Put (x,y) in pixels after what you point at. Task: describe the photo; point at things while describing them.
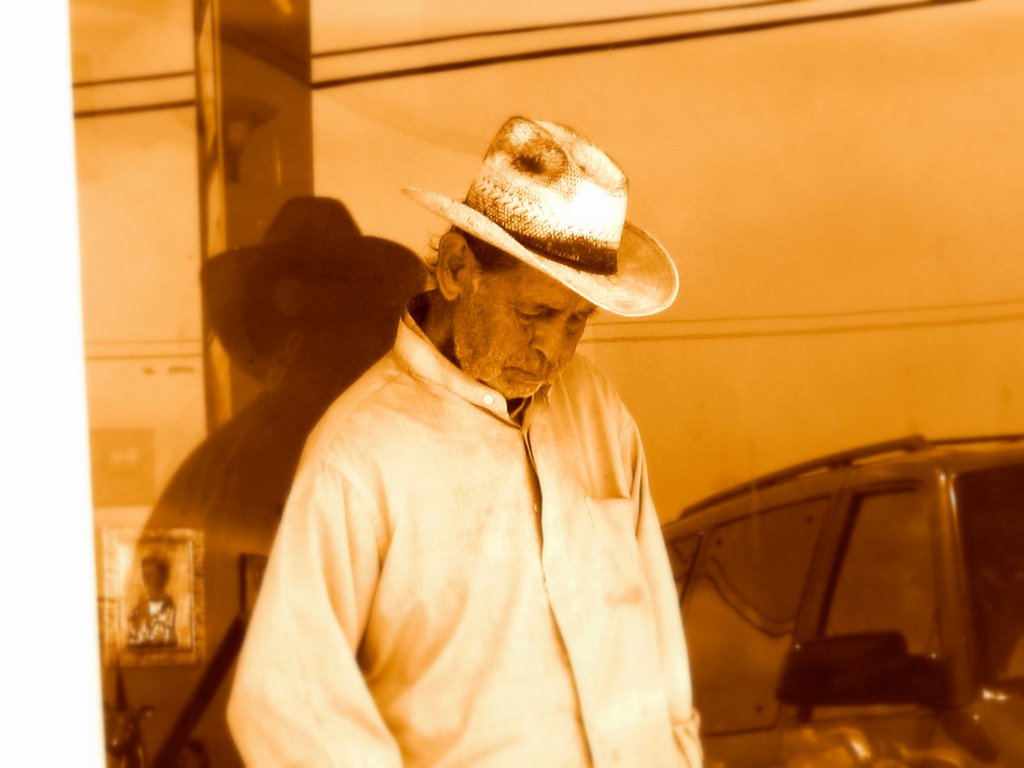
In this image there is a man (507,302) with a hat (548,262). Behind him there is a car (884,586). On the left side (257,385) there is a glass (250,320) behind him through which we can see there are frames (165,585).
